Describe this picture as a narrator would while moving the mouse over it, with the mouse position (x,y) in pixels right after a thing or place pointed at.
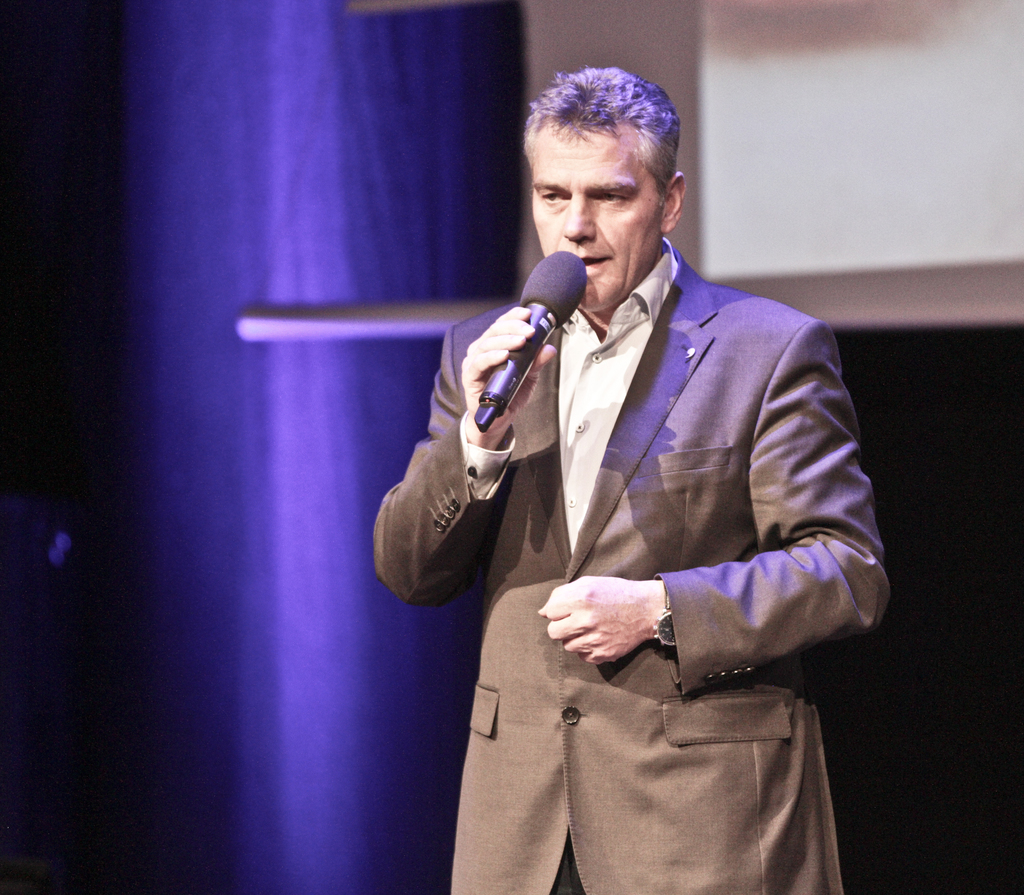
In this image, man (751,405) in the suit (632,494). He hold microphone (545,314). He is talking. We can see his eyes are open. At the background (491,262), we can see screen (718,227), blue color curtain (476,190). And he wear a watch (660,627) in his hand (606,617).
